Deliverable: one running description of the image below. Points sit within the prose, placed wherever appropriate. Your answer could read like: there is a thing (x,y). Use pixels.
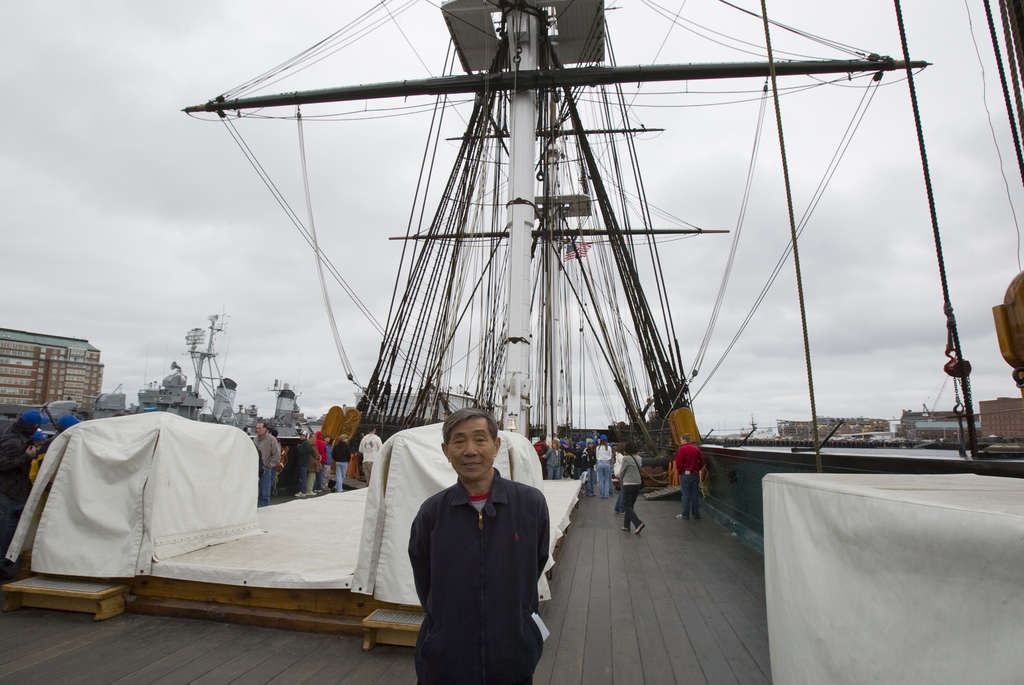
In this image in front (450,647) there is a person (491,539) standing on the ship (561,616). Behind him there is a wooden object (247,525). We can see a few people (627,472) are walking on the ship (358,436). On the backside (619,318) there are metal rods (508,249), ropes (621,296). At the left side of the image (225,385) there are ships (225,385) in the water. In the background (845,433) there are buildings (877,430) and sky (923,356).
